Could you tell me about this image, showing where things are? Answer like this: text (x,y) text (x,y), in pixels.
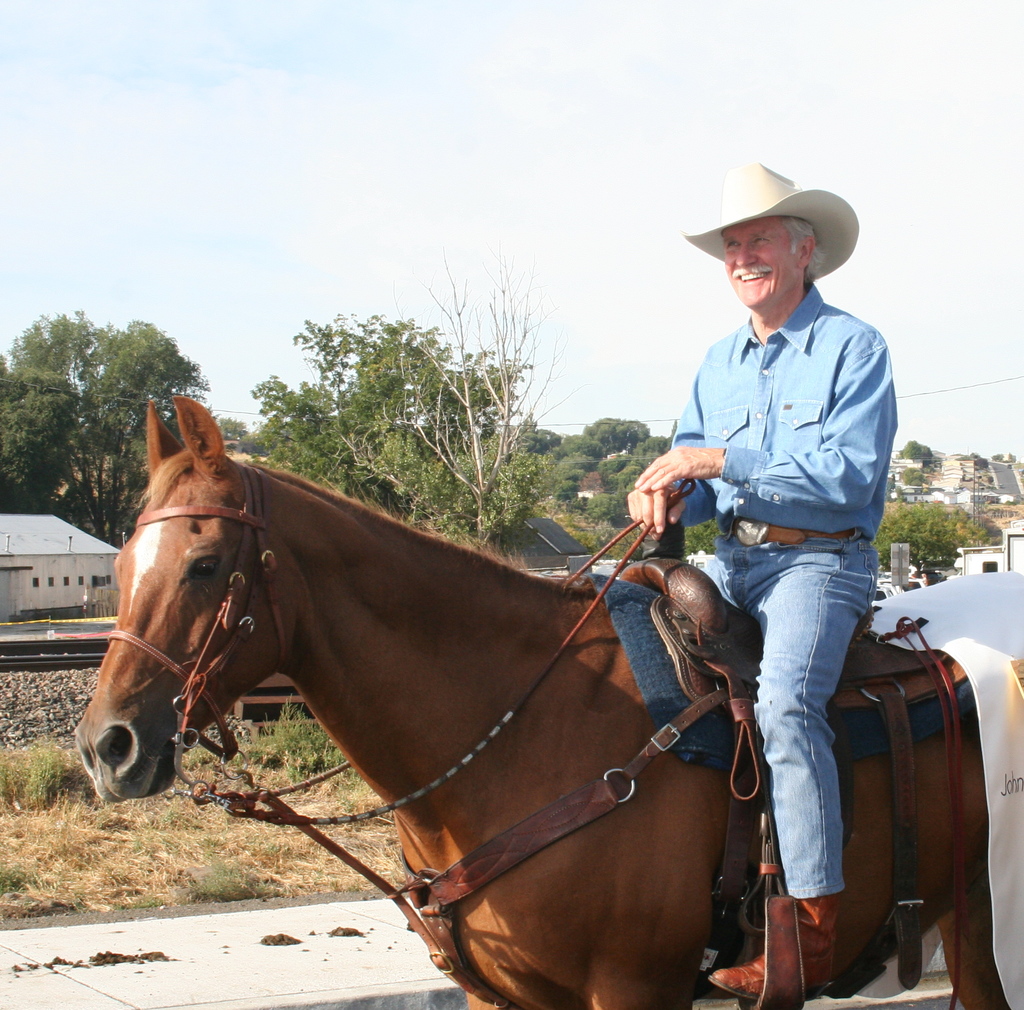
In this picture, an old man (749,374) is riding a horse (479,702). He is wearing blue denim pant (866,564) and blue shirt (813,470) with a hat (755,201). At a distance there are few plants (504,471) and few tree (583,474). The sky (519,215) is cloudy.
